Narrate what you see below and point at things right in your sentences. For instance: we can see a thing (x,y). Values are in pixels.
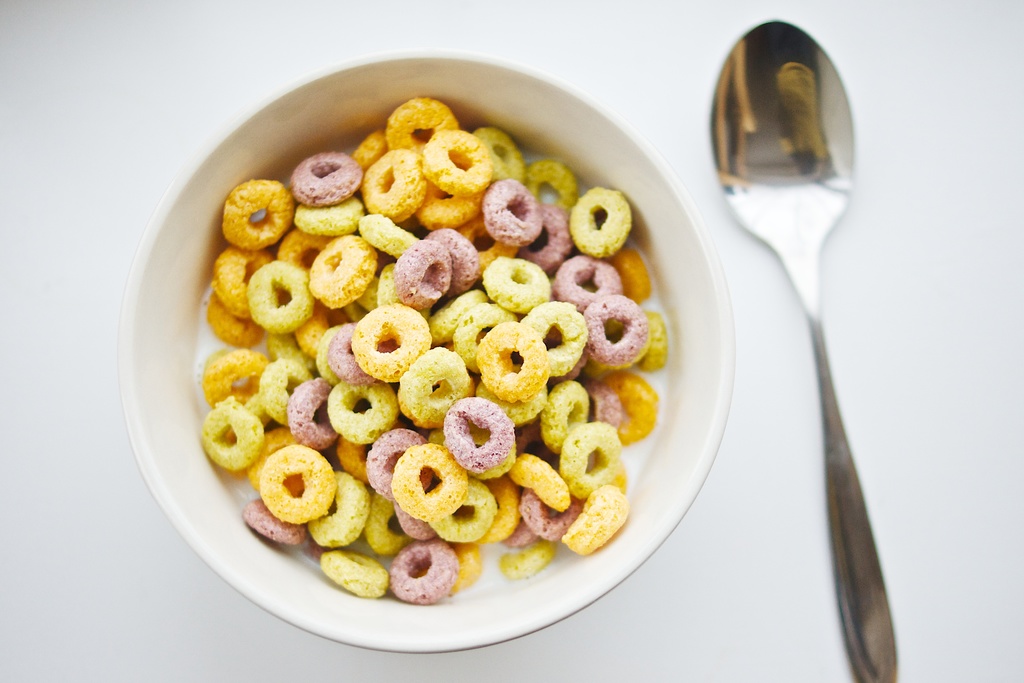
In the image in the center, we can see one table (16,411). On the table (769,6), there are a bowl (183,403) and spoon (800,177). In the bowl (383,78), we can see some food items (243,428).
